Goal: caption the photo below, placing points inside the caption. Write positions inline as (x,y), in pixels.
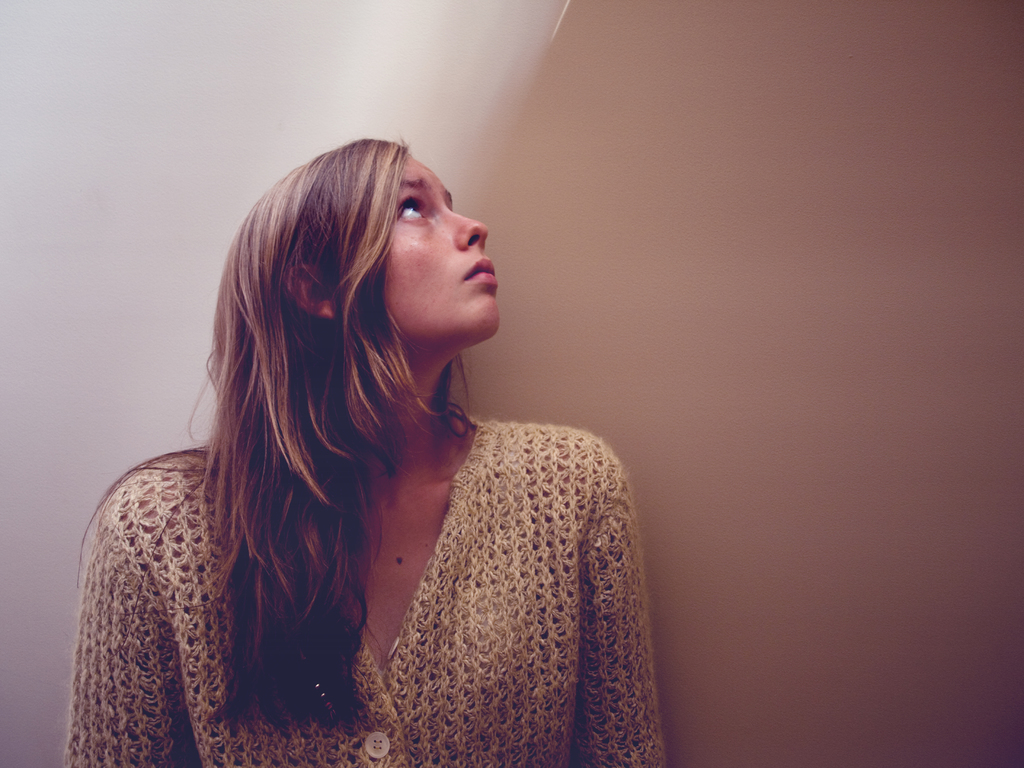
In the foreground of this image (361,469), there is a woman (408,613). Behind her, there are white and brown surfaces (765,338).
